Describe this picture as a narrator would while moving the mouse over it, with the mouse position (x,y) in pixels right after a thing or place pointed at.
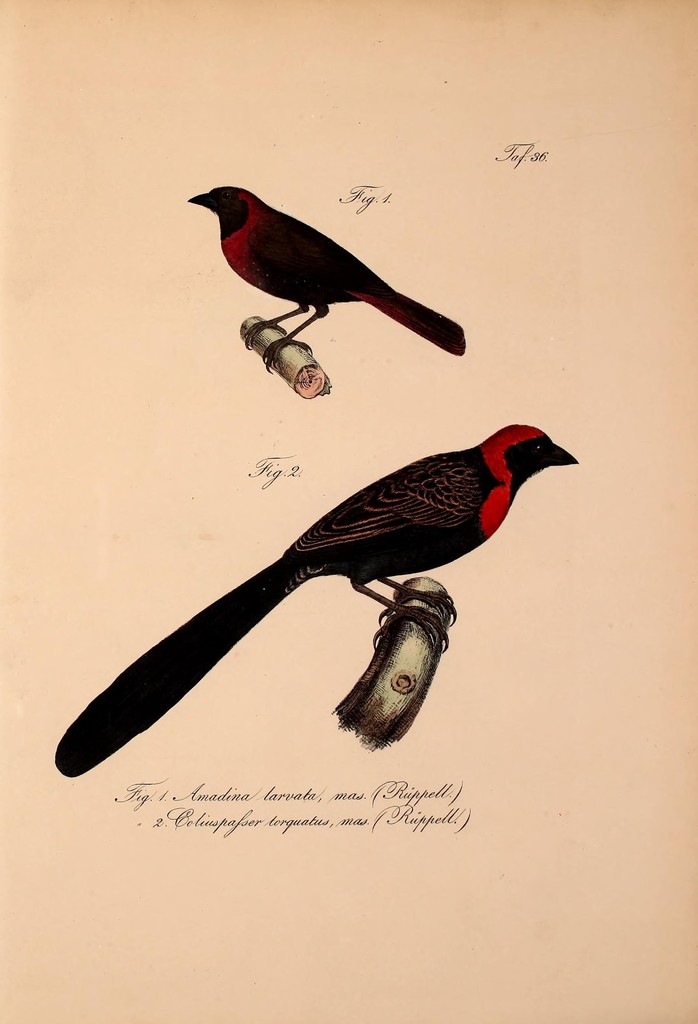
In this image we can see a poster (220,571), there are two birds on the wood (359,710) and there is some text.
